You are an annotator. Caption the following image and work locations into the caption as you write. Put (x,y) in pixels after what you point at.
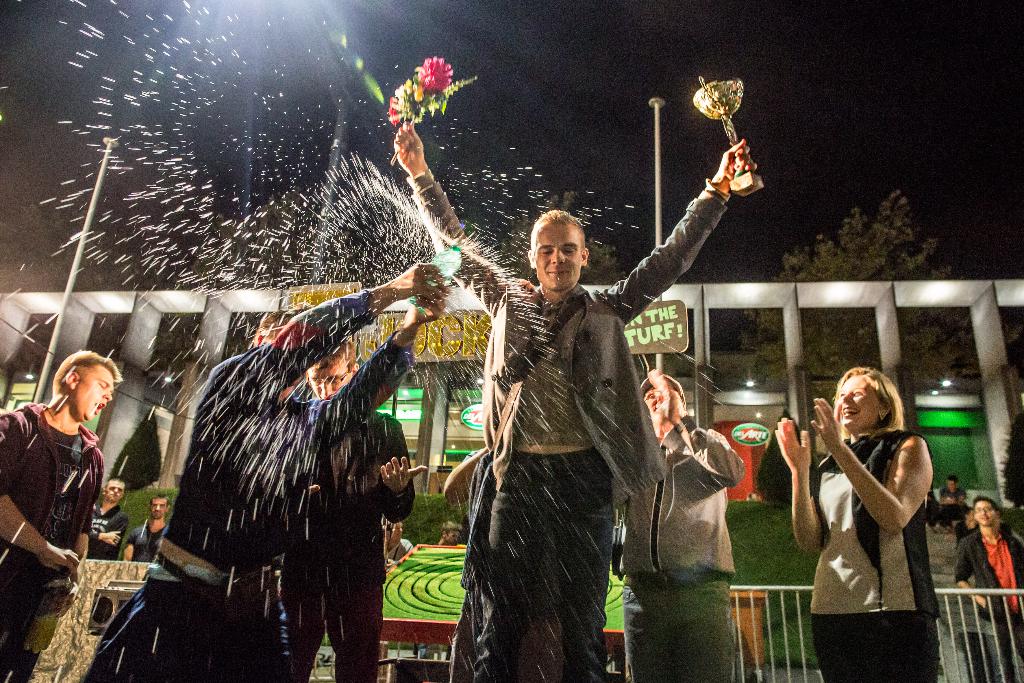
In the image we can see there are people (496,483) standing and wearing clothes (350,487). Some of them are smiling and carrying objects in hands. Here we can see poles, fence (1021,679) and grass (766,519). Here we can see lights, a tree (897,257) and the sky (808,121).
